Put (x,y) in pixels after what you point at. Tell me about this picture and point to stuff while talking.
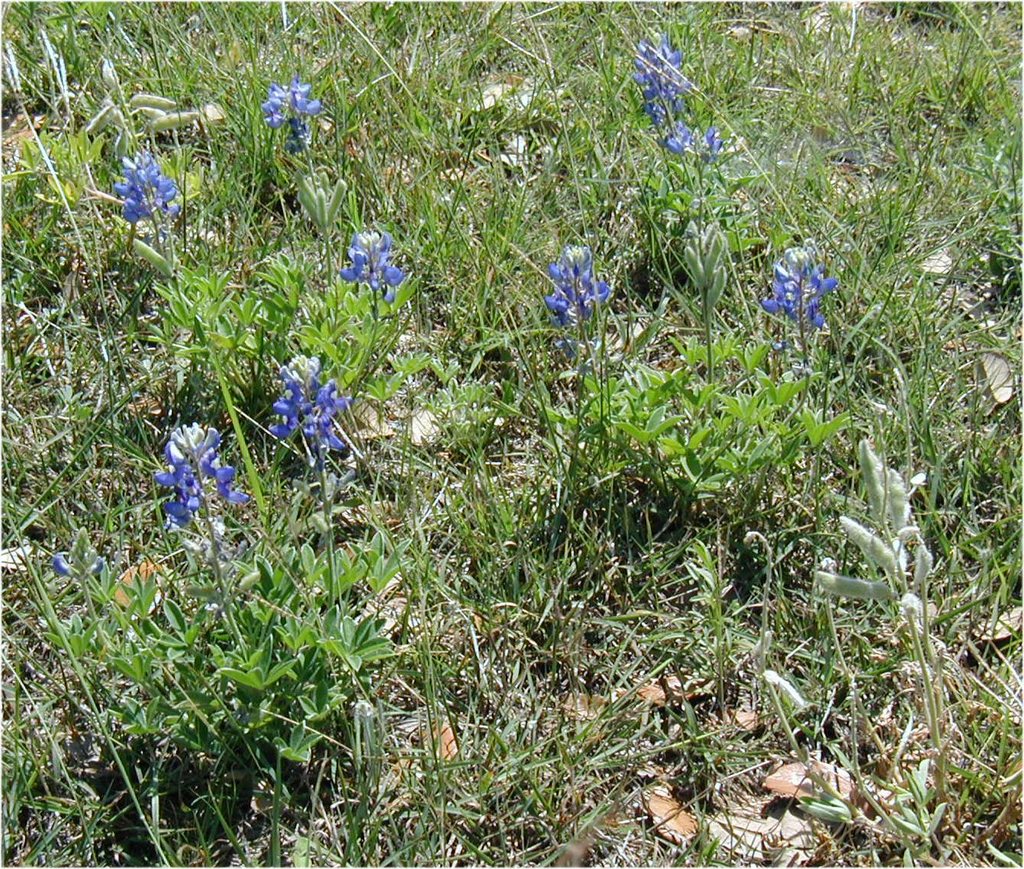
In this image I can see flowering plants (587,375) and grass (558,526) on the ground (619,599). This image is taken may be in a farm (560,626).
